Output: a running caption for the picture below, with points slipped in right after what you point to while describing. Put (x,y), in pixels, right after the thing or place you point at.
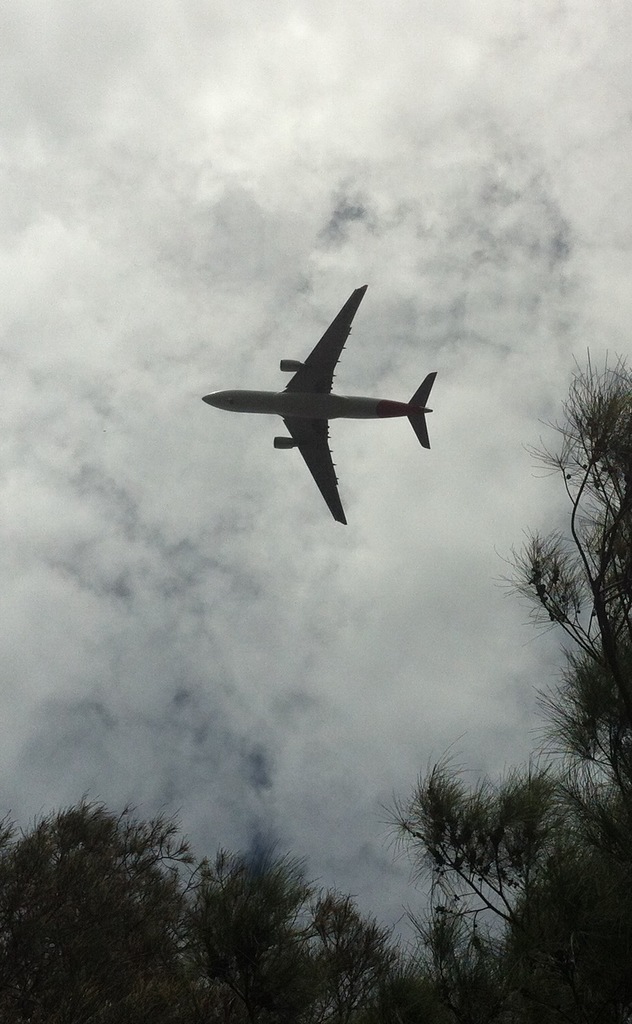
There are trees (561,868) on the ground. Above them, there is an airplane (427,381) flying in the air (365,548). In the background (455,185), there are clouds (343,163) in the sky (320,163).
